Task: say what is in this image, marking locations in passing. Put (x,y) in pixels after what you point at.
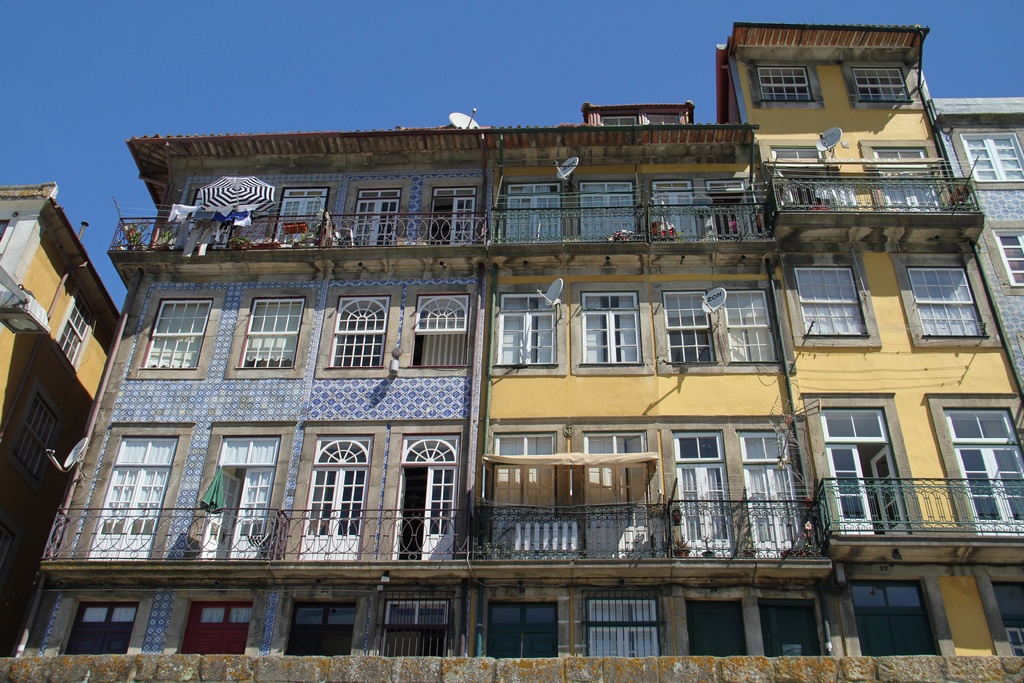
In this picture there is a building (218,149) in the center of the image (472,428), on which there are many windows (809,298).
